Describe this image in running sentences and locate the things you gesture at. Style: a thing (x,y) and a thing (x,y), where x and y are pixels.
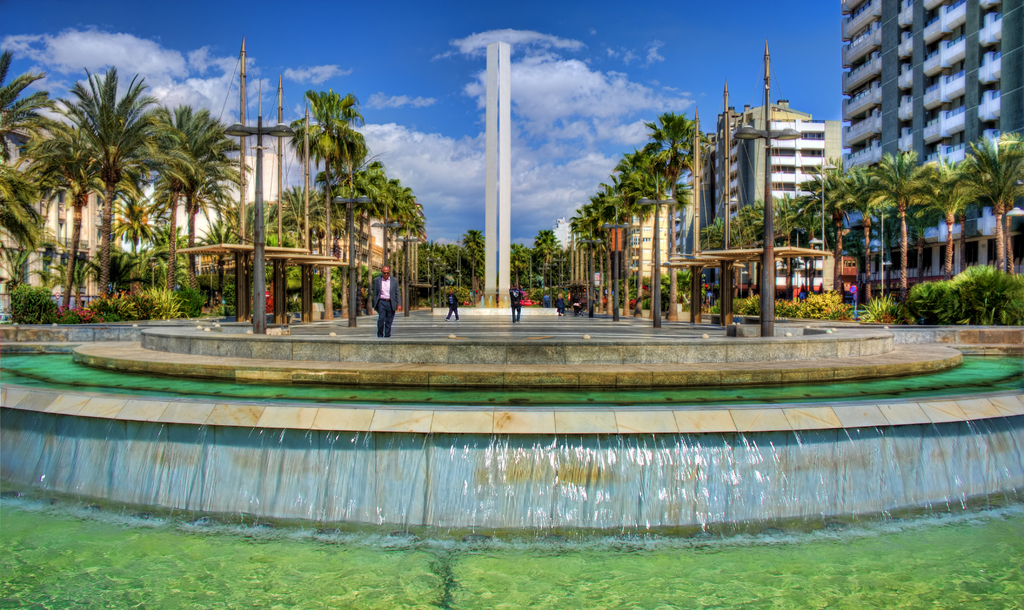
In this picture we can see some water (357,571) in the front (164,573). There is a waterfall (561,479). We can see a few people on the path (459,338). There are some poles (262,305), trees (837,209) and few buildings (863,132) in the background (184,257). Sky (383,54) is blue in color and cloudy.
